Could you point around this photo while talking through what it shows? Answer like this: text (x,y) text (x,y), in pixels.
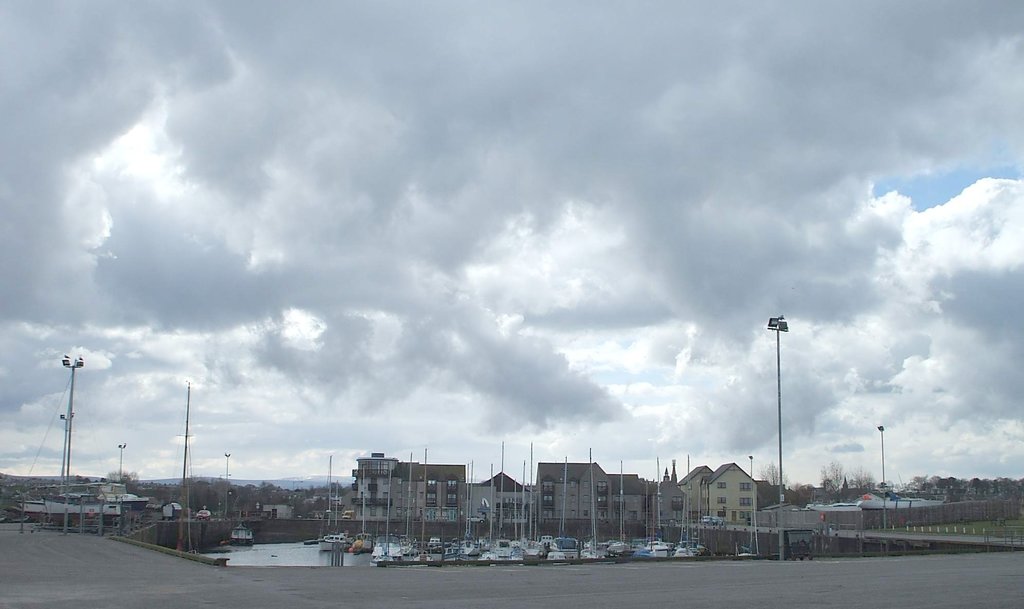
In this image we can see the houses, buildings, some poles (66,494), some lights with poles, some roads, some trees (309,489) in the background (11,493), some wires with poles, some objects (53,508) on the ground (264,585), one pond (310,554), some boats (239,528) on the water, some poles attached to the boats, few vehicles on the roads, some grass (997,529) on the ground (915,533), it looks like mountains (278,486) in the background (293,478) and at the top (438,182) there is the sky (736,432).
